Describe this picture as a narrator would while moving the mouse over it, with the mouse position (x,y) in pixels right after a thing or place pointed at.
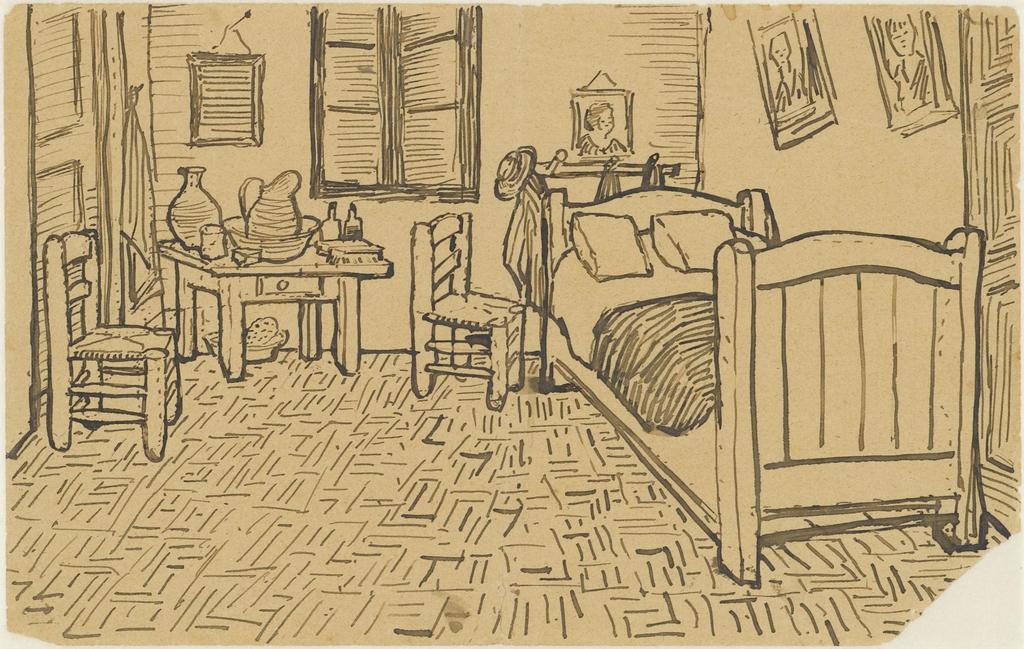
This image consists of a poster (445,319). On the right (843,256) there is a bed (887,259) on that there are pillows (705,253) and photo frames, wall (886,173), clothes (508,245), chair (510,311). On the left (241,370) there is a table (234,298) on that there are many items (276,249) and there is a chair (158,374), window (407,87) and wall (294,345). This is an art.
